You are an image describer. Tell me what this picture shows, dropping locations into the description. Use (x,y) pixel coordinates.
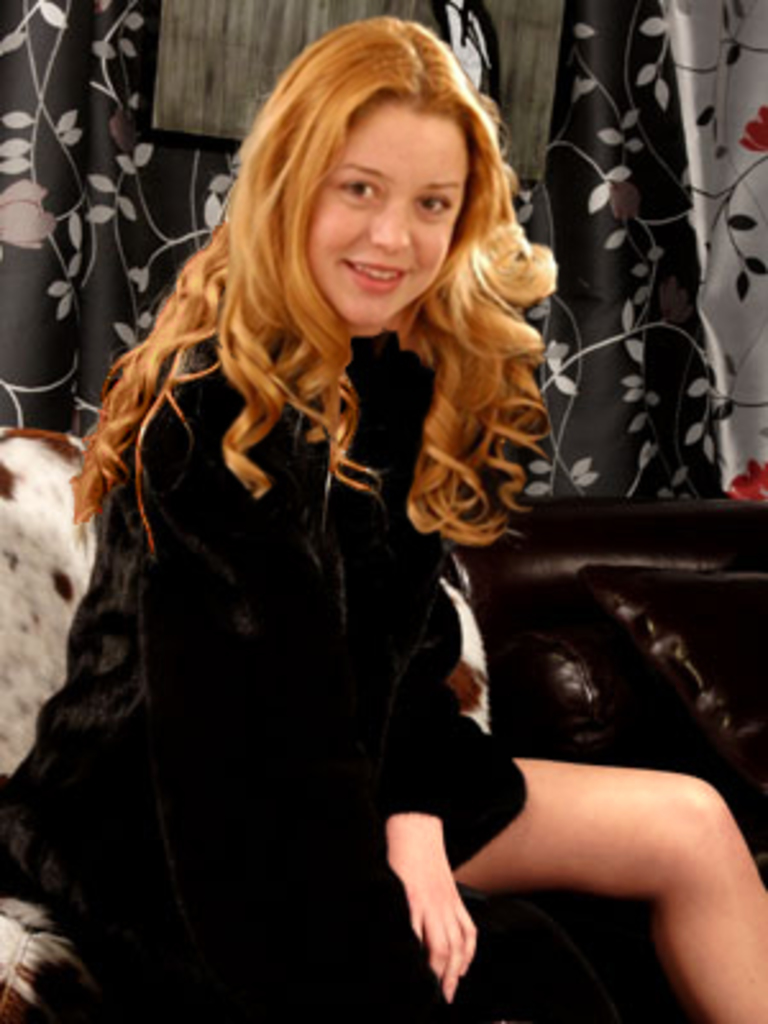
In this image we can see a lady (390,875) sitting and smiling. She is wearing a black dress (307,685). In the background (526,570) there is a sofa (617,650) and a curtain (602,285).
